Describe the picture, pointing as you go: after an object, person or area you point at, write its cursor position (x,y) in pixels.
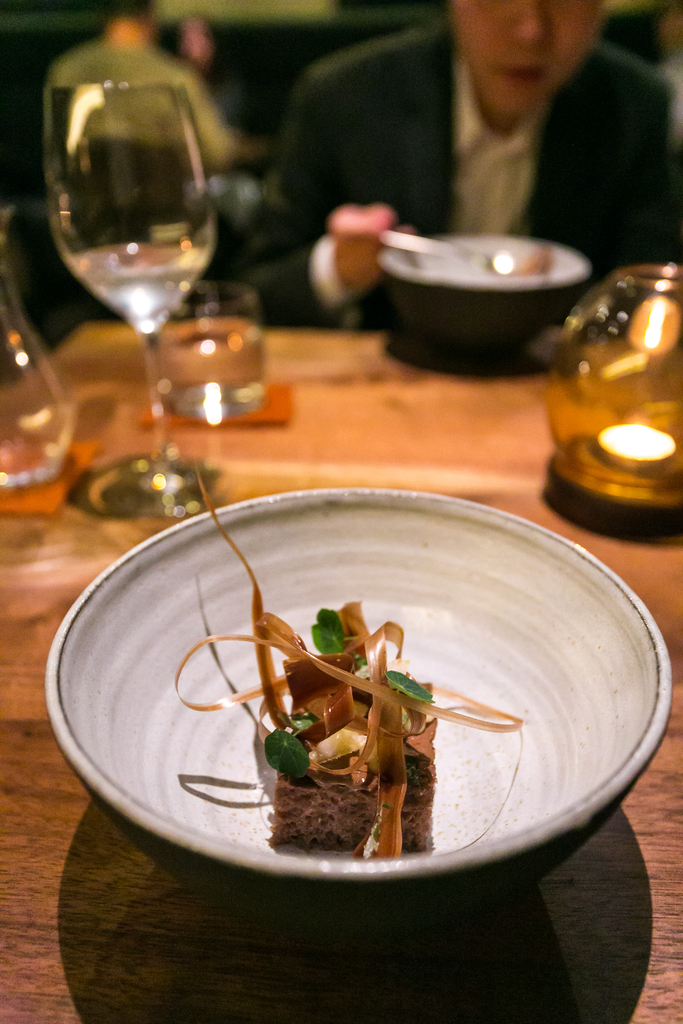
In this picture we can see some food (295,707) in the white plate (310,619), placed on the dining table (373,368). Behind we can see a man (458,195) sitting and eating the food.
